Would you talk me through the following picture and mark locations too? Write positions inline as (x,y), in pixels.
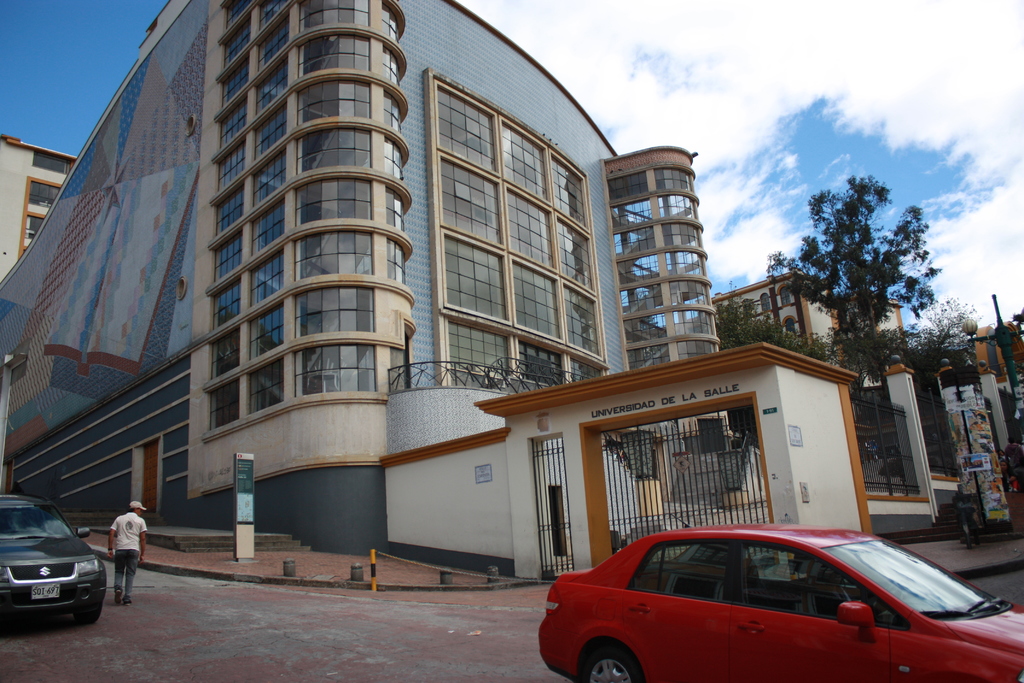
In the right side (739,653) there is a red car (679,632) moving on the road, in the middle (462,357) there is a very big building (462,357). At the top (714,87) it's a cloudy sky (720,69).
